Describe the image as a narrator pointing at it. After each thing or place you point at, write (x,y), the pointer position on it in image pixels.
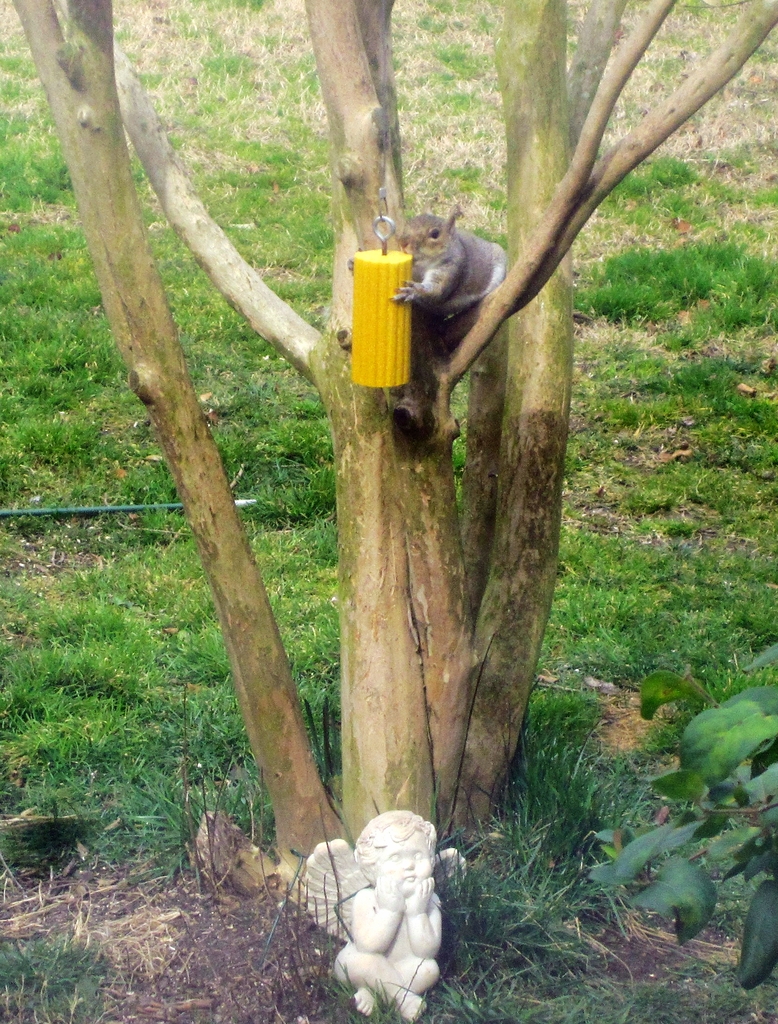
In this image we can see a tree (429,660) and squirrel (451,256) is sitting on tree (336,328) by holding a yellow color thing (383,313). Bottom of the image (371,909) one sculpture (382,895) is there. Background (700,599) grass (137,617) is present on the land (562,826).
